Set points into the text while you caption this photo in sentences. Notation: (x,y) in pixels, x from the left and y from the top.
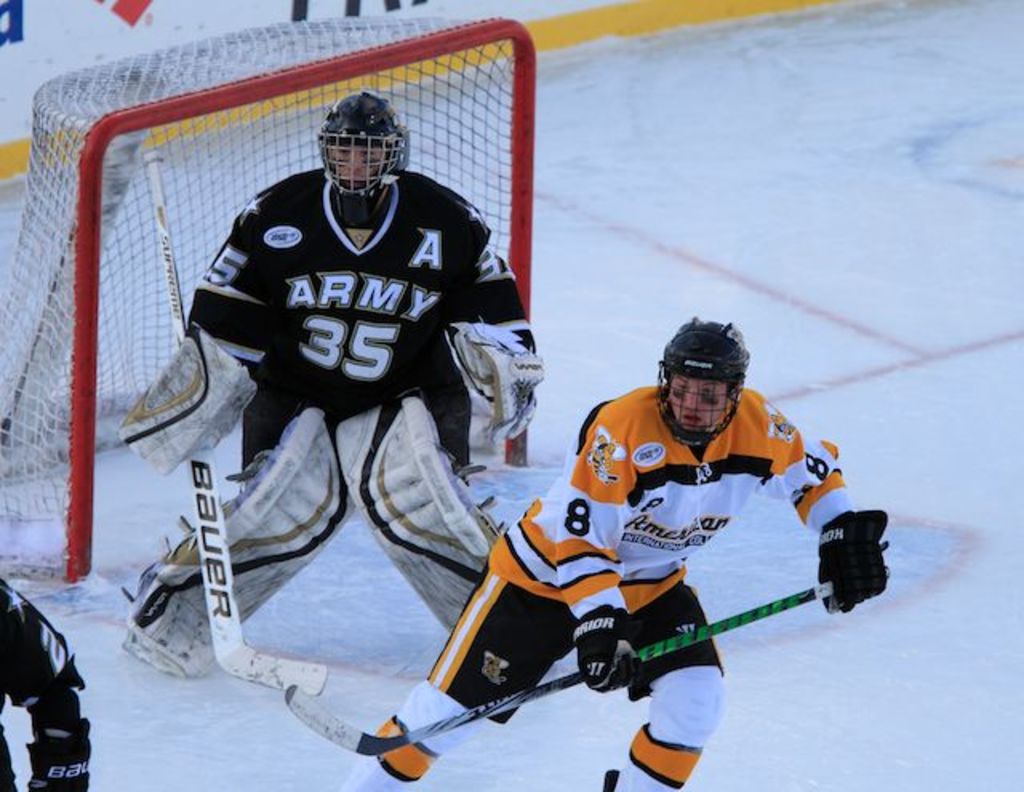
In this image I can see two persons (289,337) are standing, I can see both of them are wearing sports jerseys (287,323), gloves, helmet (353,187) and I can see both of them are holding sticks (801,592). I can also see something is written on their dresses (601,560). I can also see a goal post (425,61) and few red lines (949,351) on ground (815,334).
